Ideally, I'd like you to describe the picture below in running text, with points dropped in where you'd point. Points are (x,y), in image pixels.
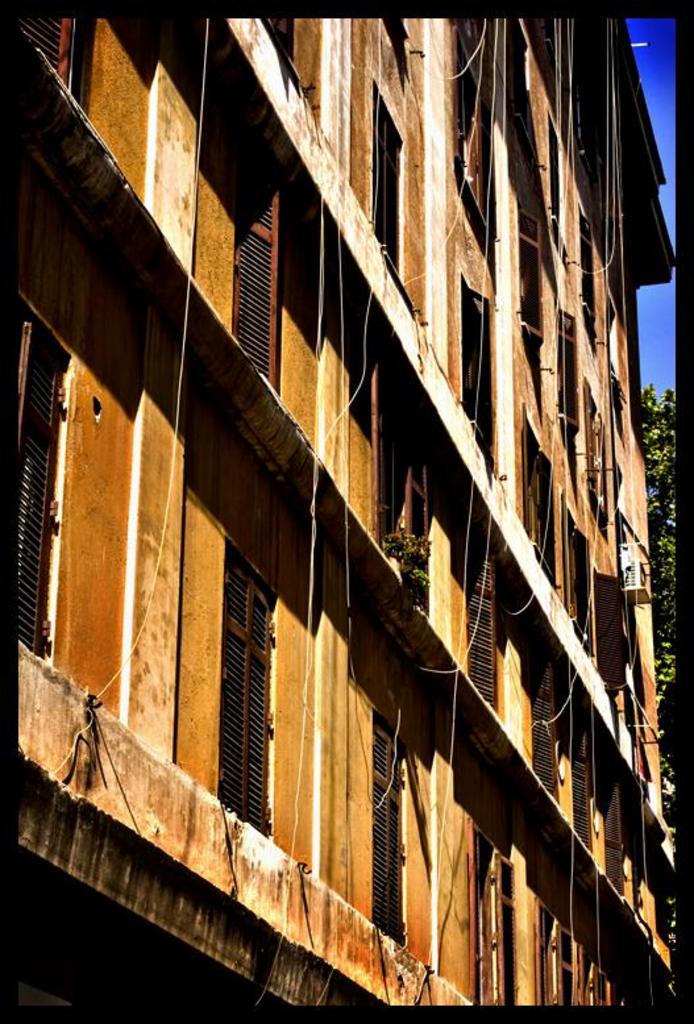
In this picture we can see a building (97,509) with windows (277,202), tree (670,469), AC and in the background (638,312) we can see the sky (648,347).
